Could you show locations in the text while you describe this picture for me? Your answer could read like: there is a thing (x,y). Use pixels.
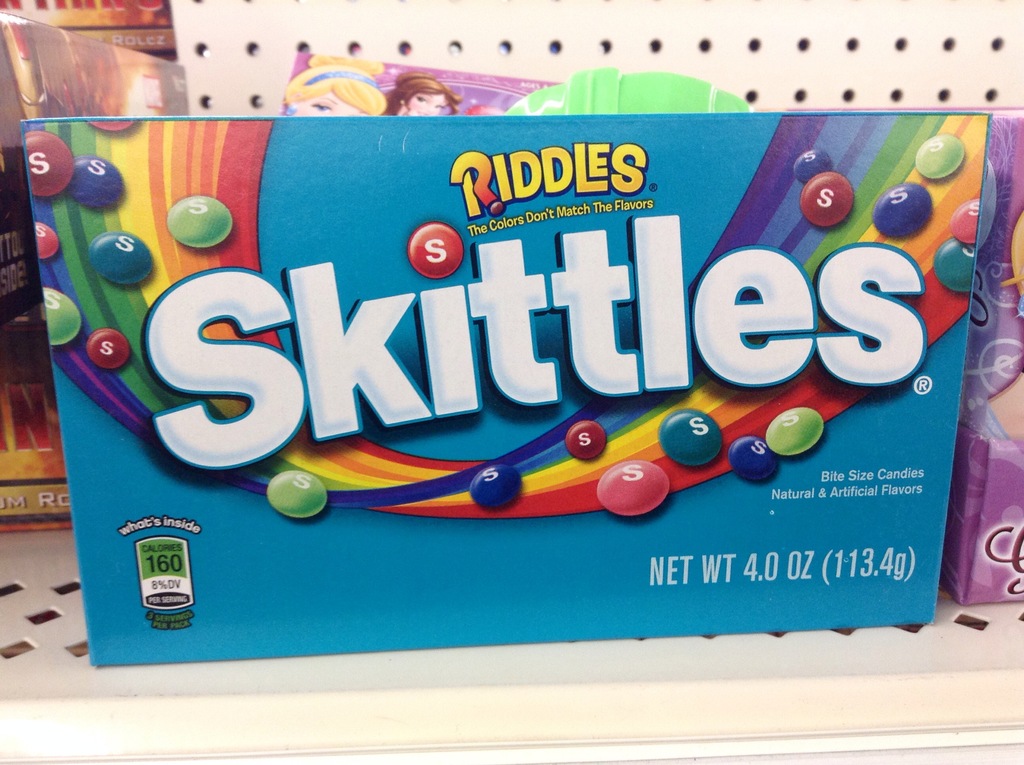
In this image there is a box (314,168), on that box (573,293) there is some text (610,307).
